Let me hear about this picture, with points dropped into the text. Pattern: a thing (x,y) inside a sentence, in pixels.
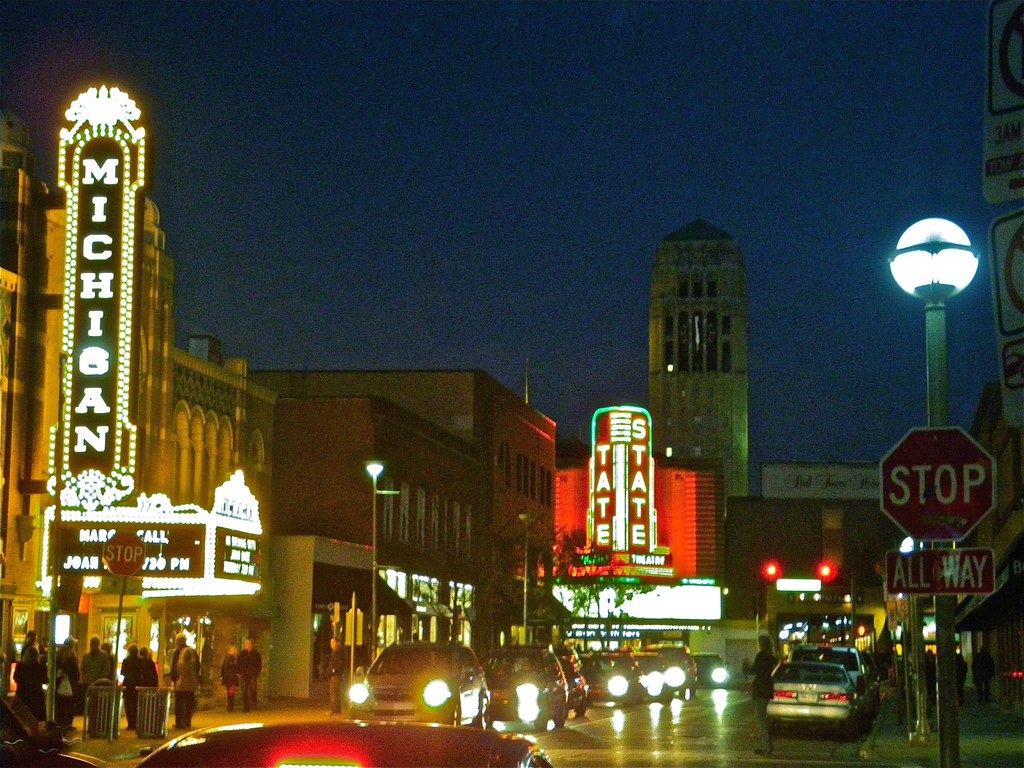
In this image there is the sky (474,139) towards the top of the image (555,138), there are buildings (510,495), there are boards (201,522), there is text (148,537) on the board (629,511), there are poles (376,543), there are lights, there are group of persons (191,673), there are dustbins (144,697), there is the road (664,721) towards the bottom of the image (670,736), there are cars (561,690) on the road (675,701).
